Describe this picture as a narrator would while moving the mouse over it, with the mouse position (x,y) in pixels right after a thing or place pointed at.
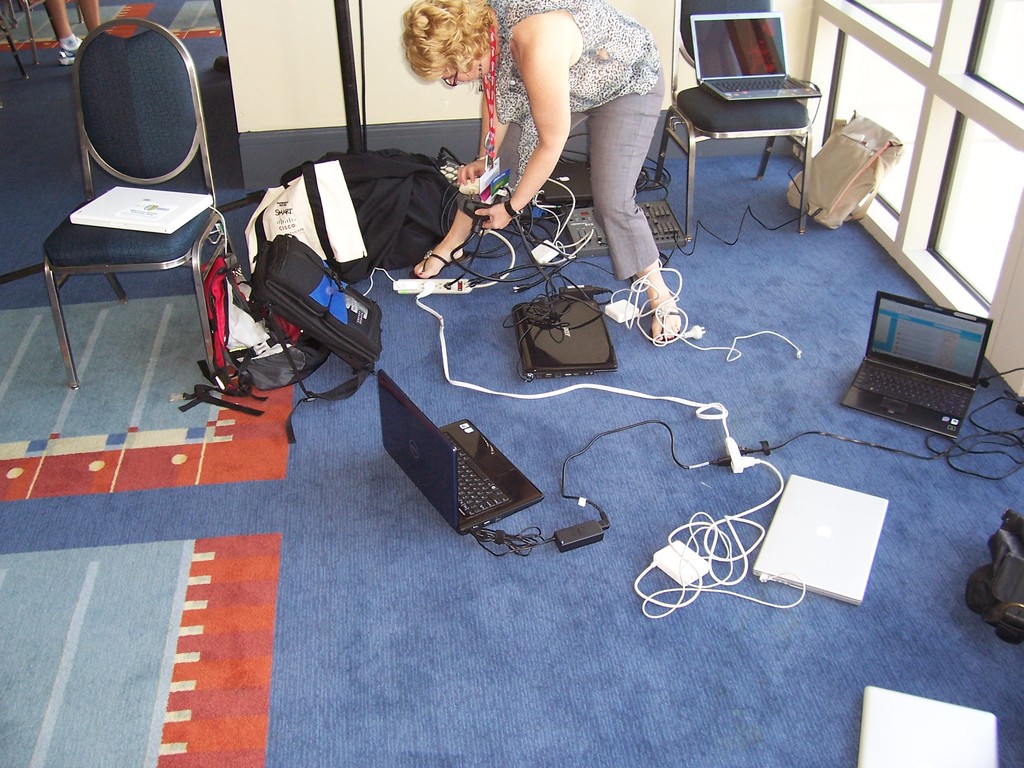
This image consists of a woman (540,126). At the bottom (838,567), there are many laptops (924,336) on the floor (660,481). And there is a floor mat (253,570) in blue color. In the front (154,206), there is a chair (195,218). In the front (386,241), there are backpacks (256,353). In the background (360,71), there is a wall (280,13).
